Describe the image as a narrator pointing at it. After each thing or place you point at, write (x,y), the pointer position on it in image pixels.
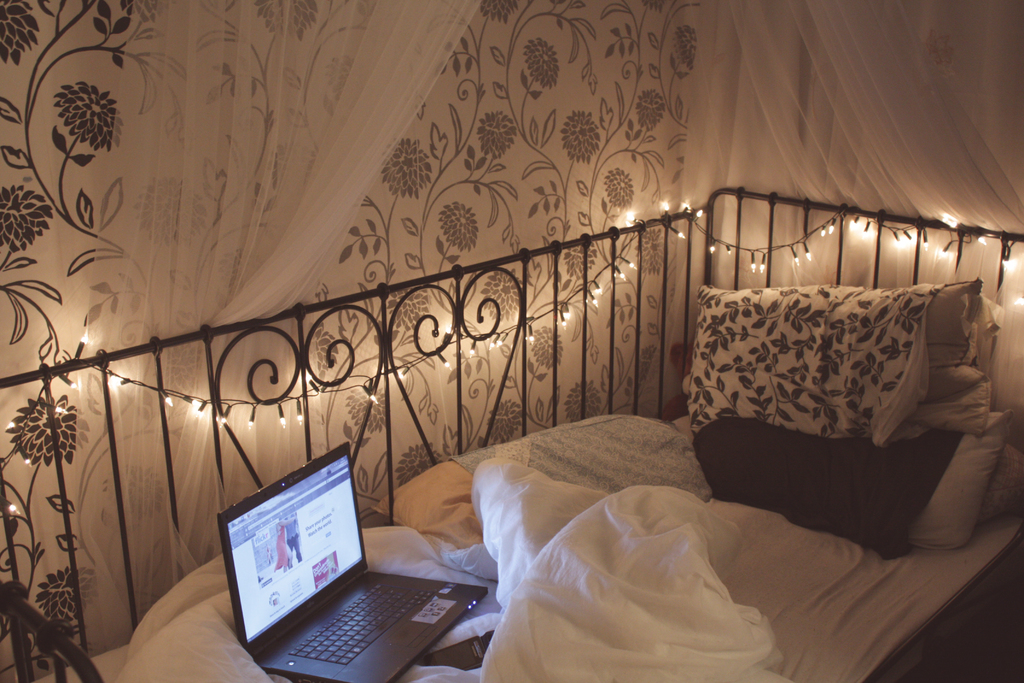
In this picture i can see the pillows (962,447), bed-sheet (789,569) and laptop (333,558) on the bed (986,526). Beside that i can see the lights (20,436) near to the wall (364,367). In the top right (1005,172) i can see the cloth (858,106).
